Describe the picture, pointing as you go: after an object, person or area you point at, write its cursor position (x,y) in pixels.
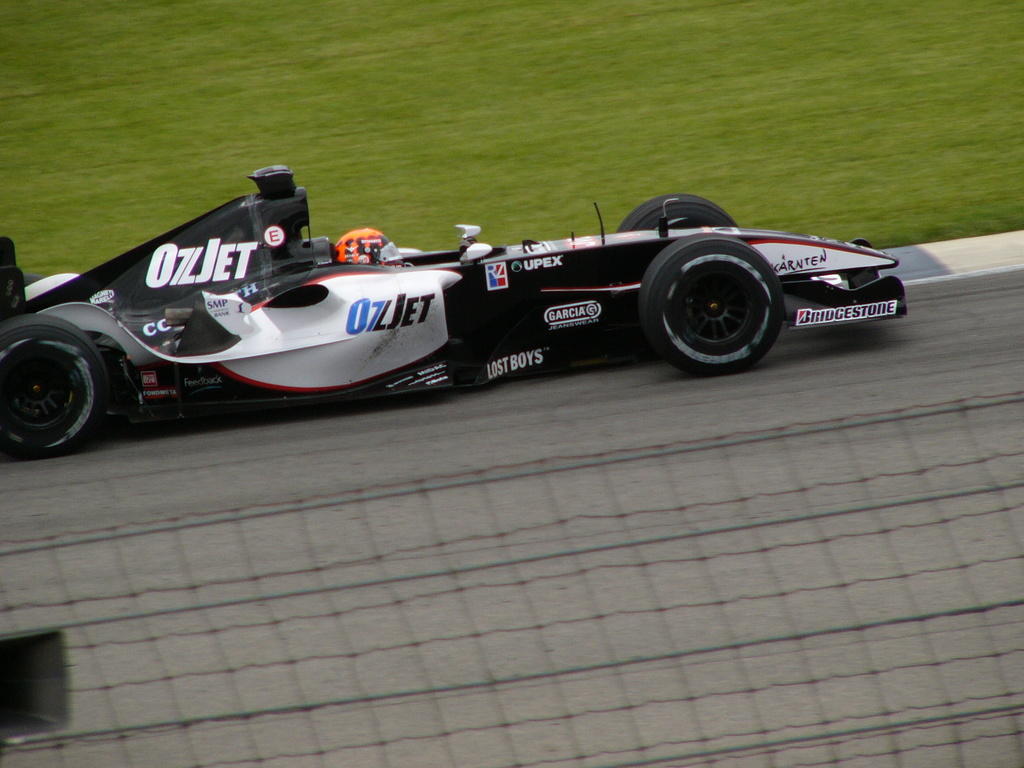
In this picture we can see a person (368,258) is riding a racing car (336,324) on the road (299,453). At the bottom of the image (401,648), it looks like the fence (143,641). Behind the racing car (271,295) there is the grass (308,136).
